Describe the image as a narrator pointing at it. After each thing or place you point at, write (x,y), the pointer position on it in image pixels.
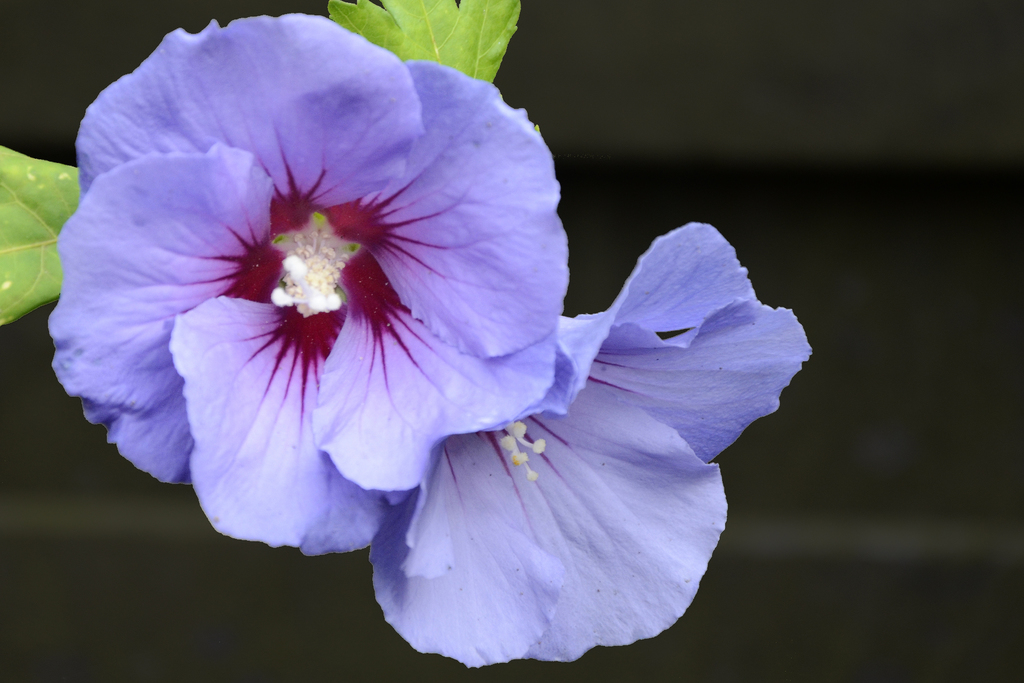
In this picture there are light purple color flowers (501,407) and there are two leaves (57,191). At the back (839,514) the image is blurry.
